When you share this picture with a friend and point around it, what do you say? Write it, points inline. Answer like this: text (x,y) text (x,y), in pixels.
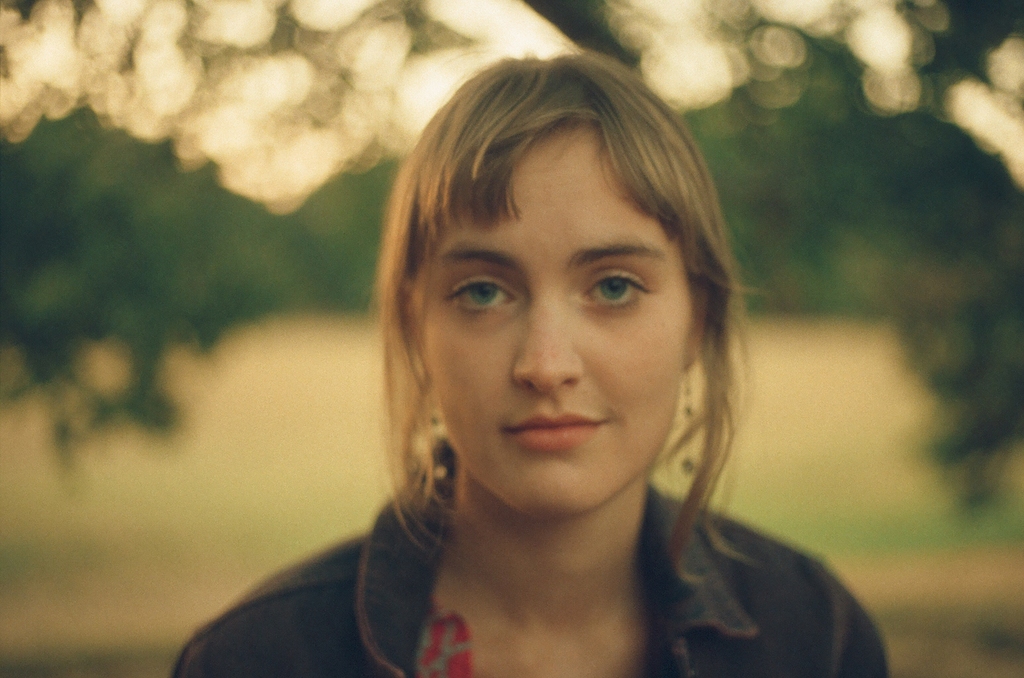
In this image I can see a woman (447,428). And the background (849,85) is blurry.
